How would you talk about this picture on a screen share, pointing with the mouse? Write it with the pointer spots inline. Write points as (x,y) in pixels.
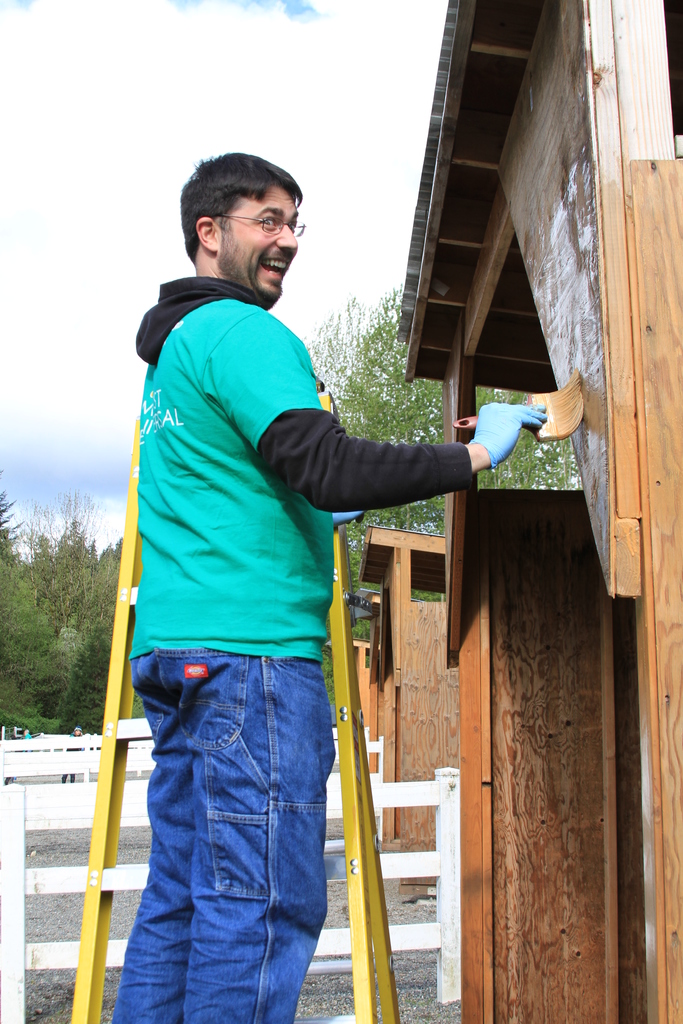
In this image in the front (307,582) there is a person (267,605) standing on the ladder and smiling. On the right side (506,596) there are objects (510,609) which are made up of wood (503,680). In the background (91,752) there are objects (71,785) which are white in colour and there are trees (65,664) and the sky (407,99) is cloudy.
